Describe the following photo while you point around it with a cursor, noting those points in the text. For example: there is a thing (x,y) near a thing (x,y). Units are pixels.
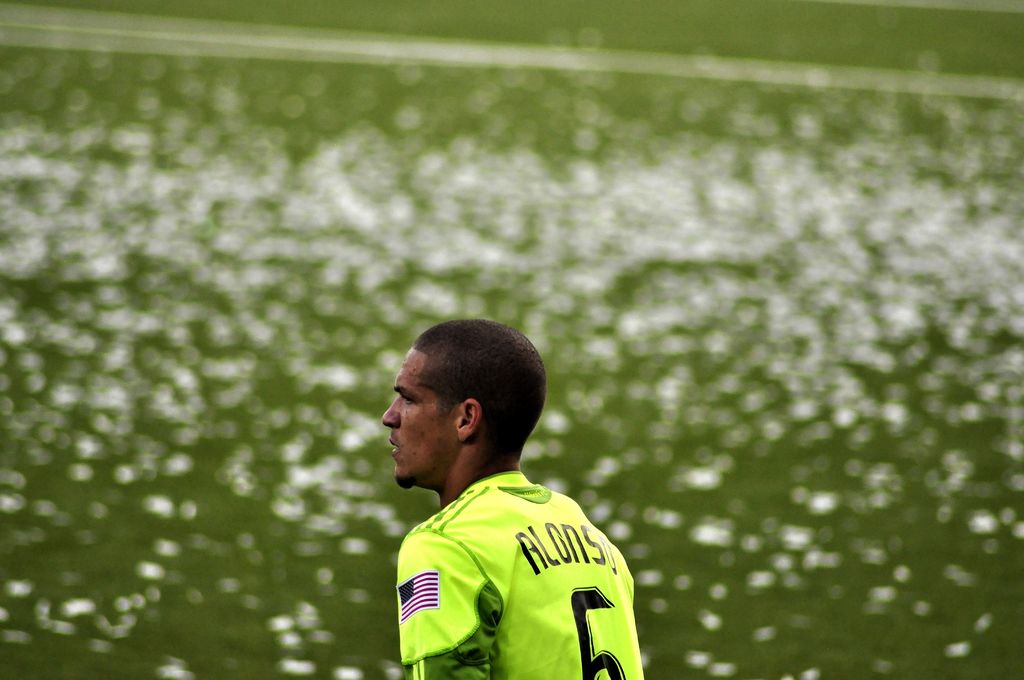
In this image I can see a person (570,506) wearing a yellow color t-shirt (587,559) at bottom (451,629).
